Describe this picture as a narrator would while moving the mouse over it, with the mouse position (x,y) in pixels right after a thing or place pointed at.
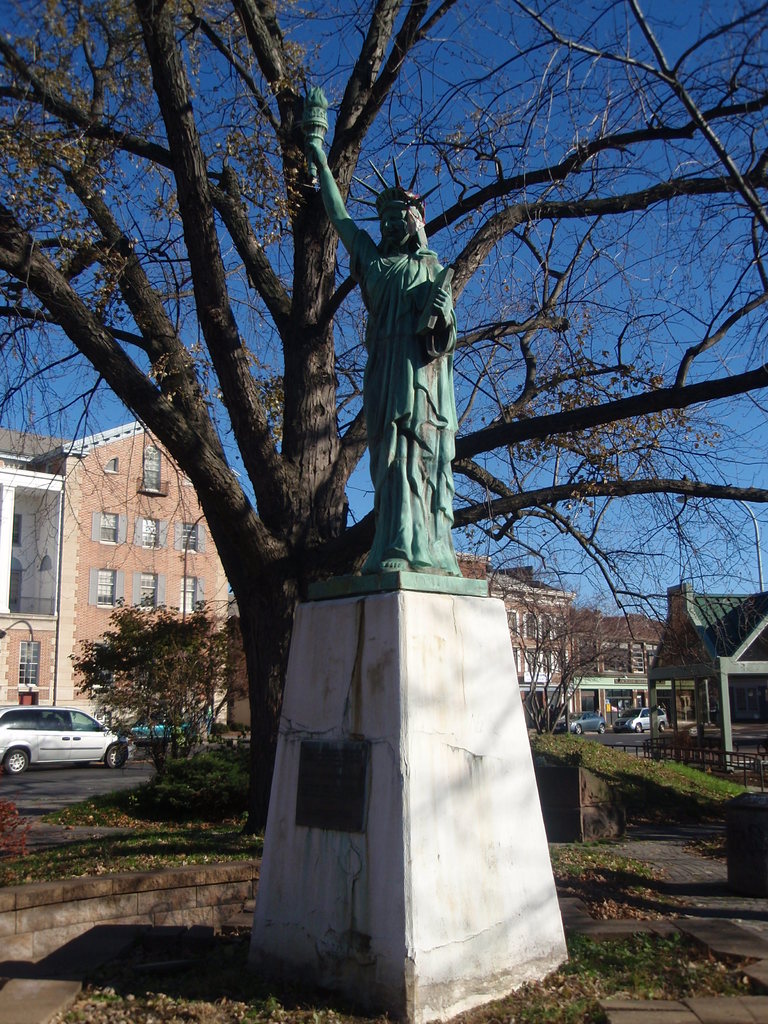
This picture shows a statue (447,464) and we see trees (547,646) and buildings (719,712) and few cars (594,721) and a blue sky (503,100).
